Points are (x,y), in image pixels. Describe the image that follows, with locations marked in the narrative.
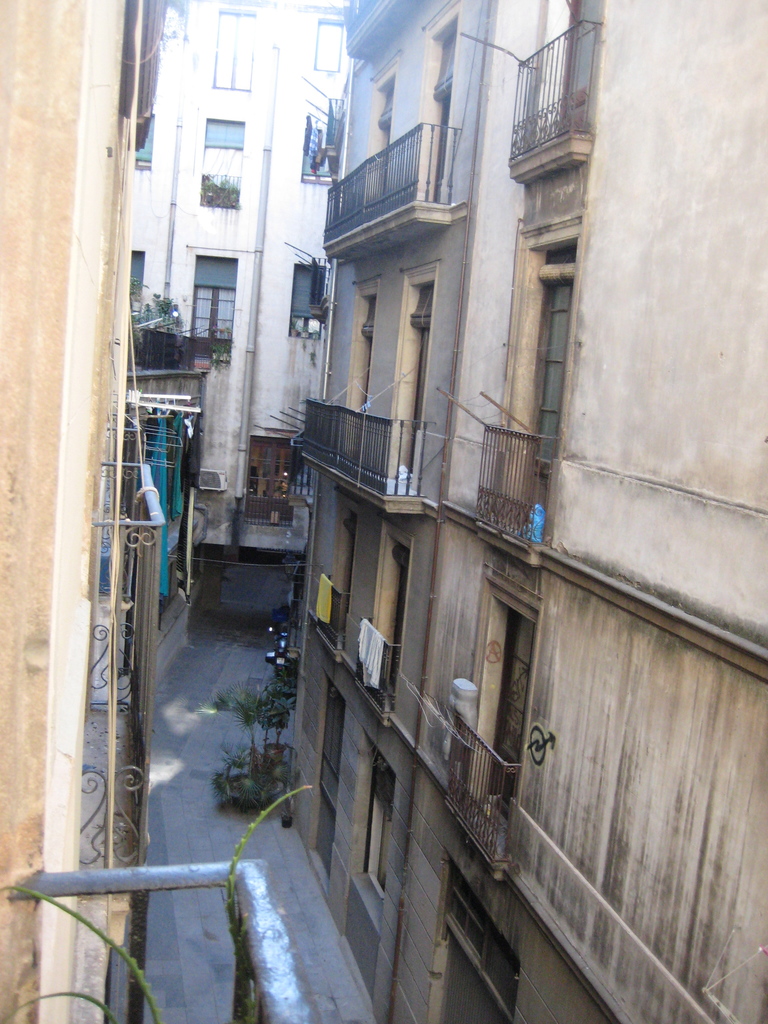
In this image there are buildings (599,583) and plants (263,767). We can see railings (315,438) and windows (199,285).
